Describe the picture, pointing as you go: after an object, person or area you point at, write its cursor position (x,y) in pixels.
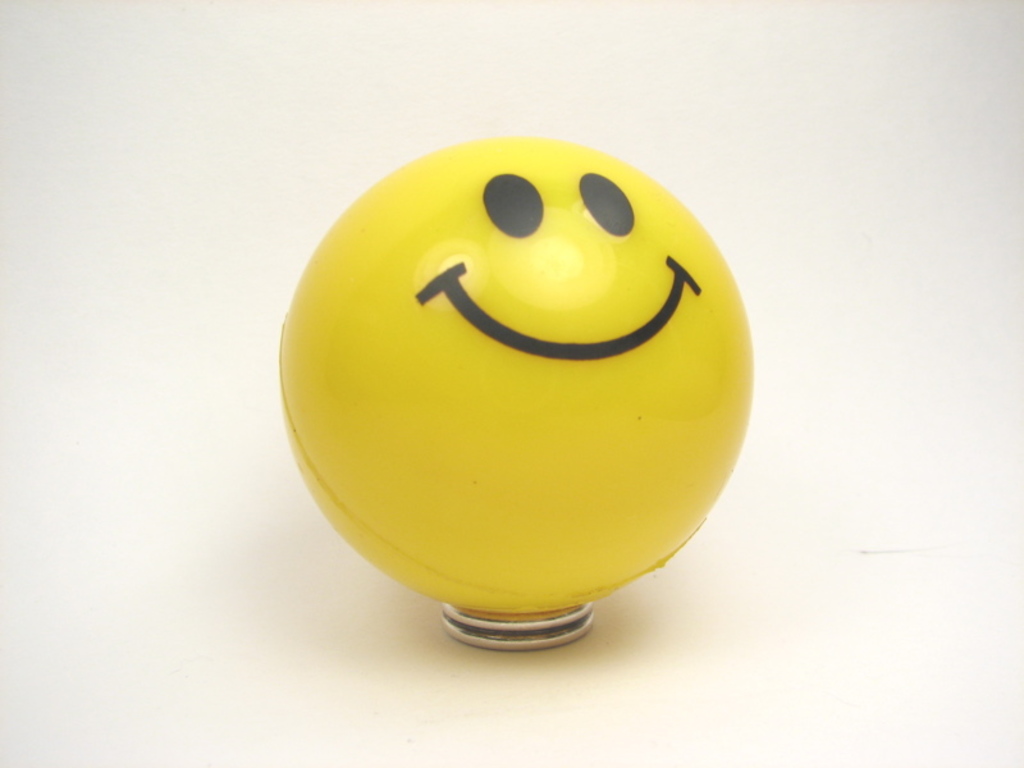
In this image there is a ball (372,228). On the ball (472,363) there is a smiley emoticon (504,309). Below the ball (557,387) there is a metal object (517,623). The background (102,184) is white.
